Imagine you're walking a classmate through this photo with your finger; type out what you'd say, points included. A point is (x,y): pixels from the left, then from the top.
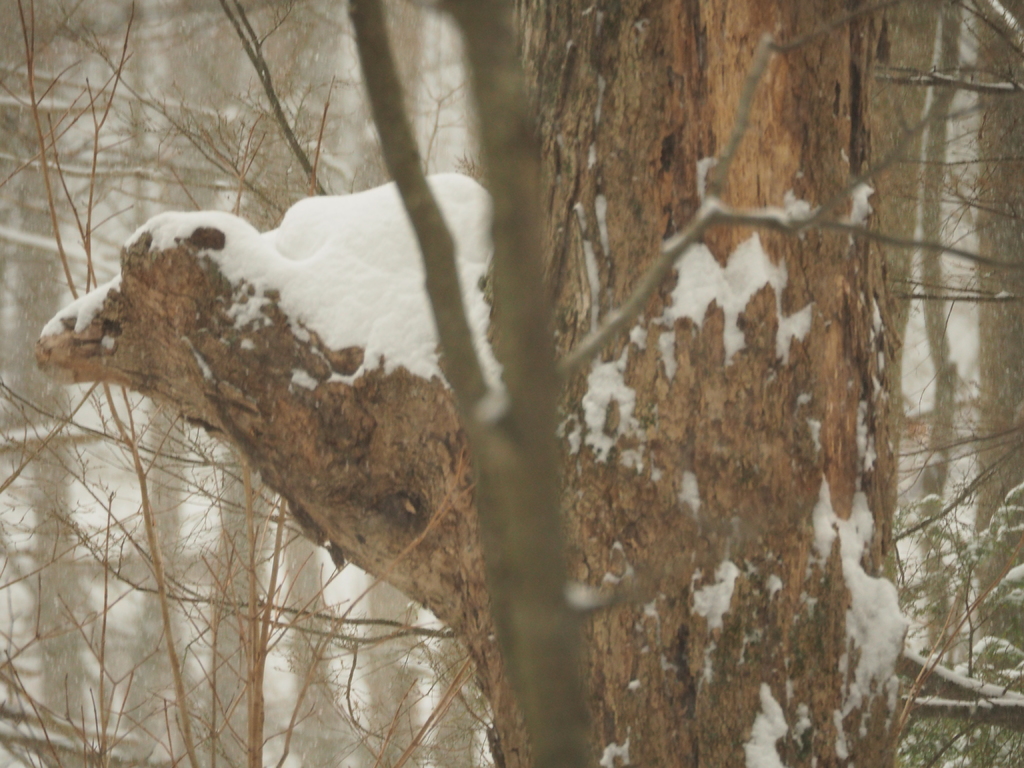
In the foreground of this image (628,572), there is a tree trunk (680,451) on which there is snow (390,265). We can also see few stems (59,423) without leaves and also a tree (971,754) with snow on the right (1000,678).
